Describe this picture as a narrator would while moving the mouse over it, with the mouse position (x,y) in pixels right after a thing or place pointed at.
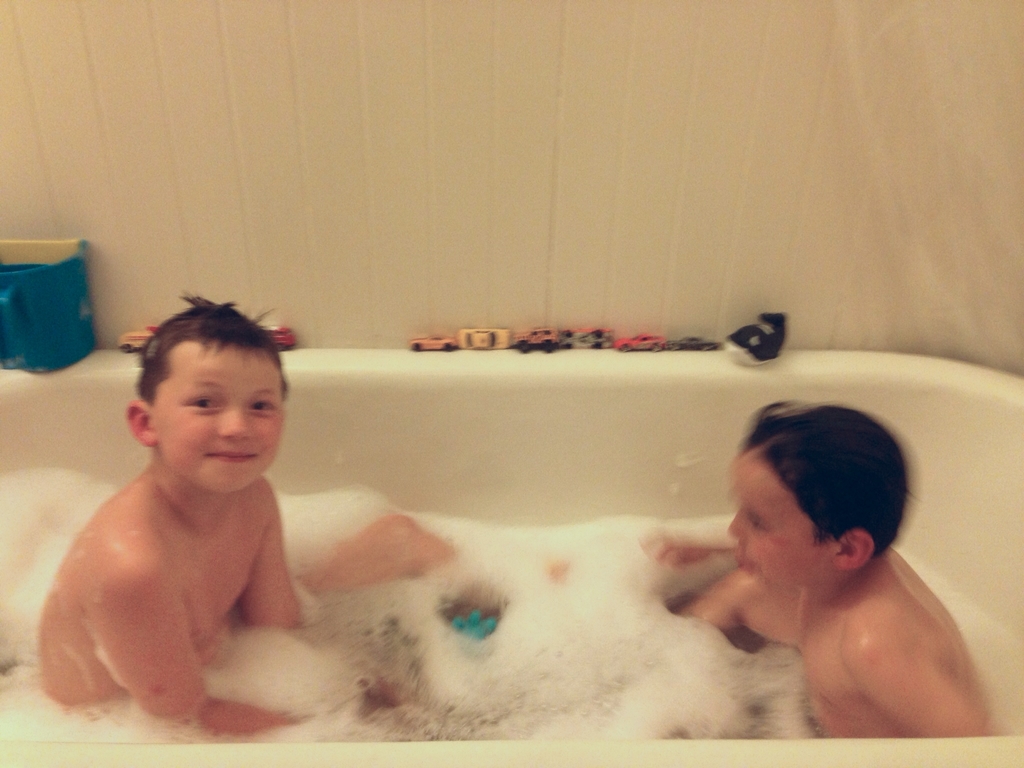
Here we can see two boys (383,555) sitting in the bath tub (645,385) and there is water (446,629) in the tub (318,754) and we can also foam (114,714) and toy cars (122,345) on the tub (105,362) and this is a wall (478,111).
